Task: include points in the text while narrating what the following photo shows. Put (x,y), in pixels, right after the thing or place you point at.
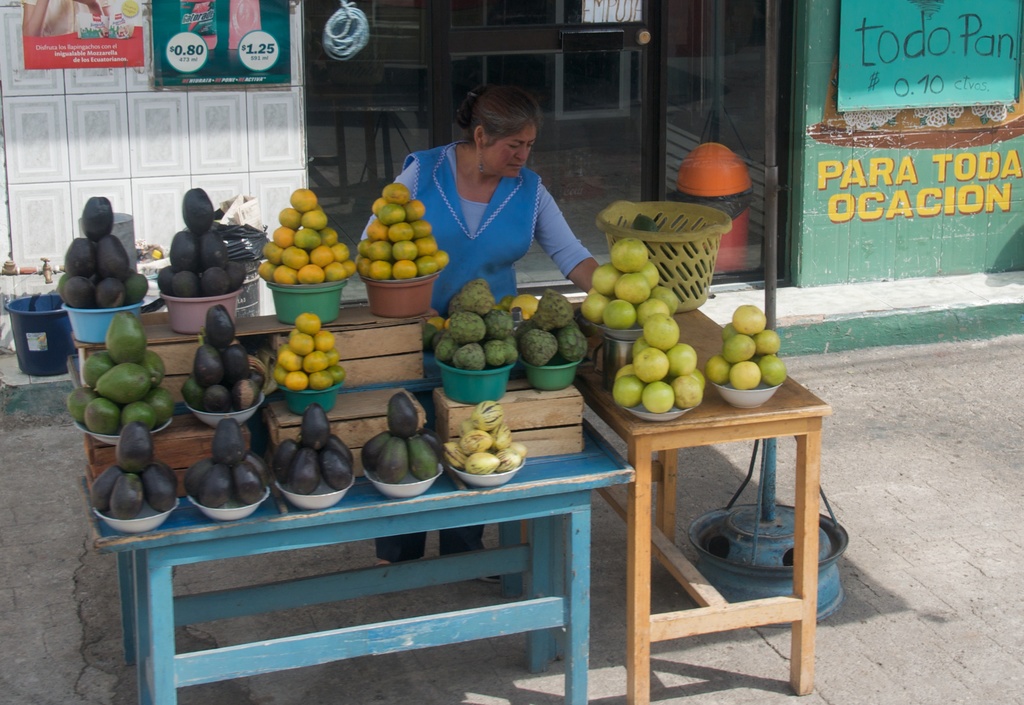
In this image, we can see a person (490,171). We can see some tables (437,503). We can also see some food items (582,334) in bowls (218,417). We can see the ground (789,503) with some objects (738,564). We can also see a pole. In the background (187,179), we can see the wall (3,312) with some posters (223,39). We can also see the glass door (436,27). We can also see a bucket (21,312) on the left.
